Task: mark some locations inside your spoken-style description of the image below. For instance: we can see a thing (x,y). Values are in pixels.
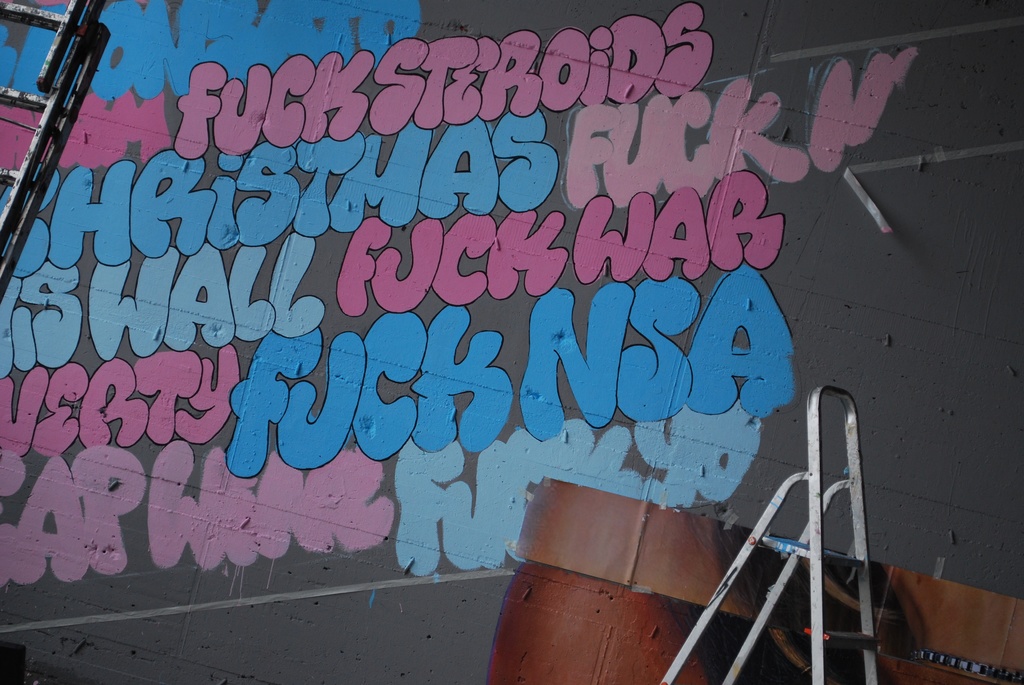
There are sentences (477,294) on the wall (765,378). On the right side (813,629) it is a ladder (821,600).
